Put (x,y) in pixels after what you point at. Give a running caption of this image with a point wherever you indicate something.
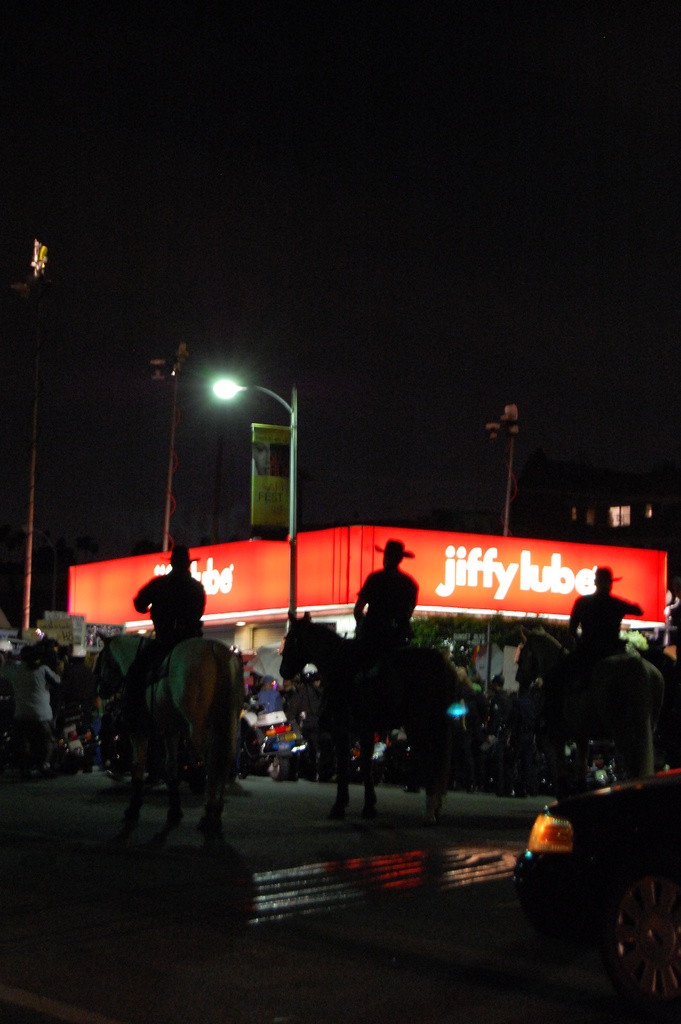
As we can see in the image there is a light (226,396), banner (268,508) and few people (389,576) sitting on horses (349,742).
